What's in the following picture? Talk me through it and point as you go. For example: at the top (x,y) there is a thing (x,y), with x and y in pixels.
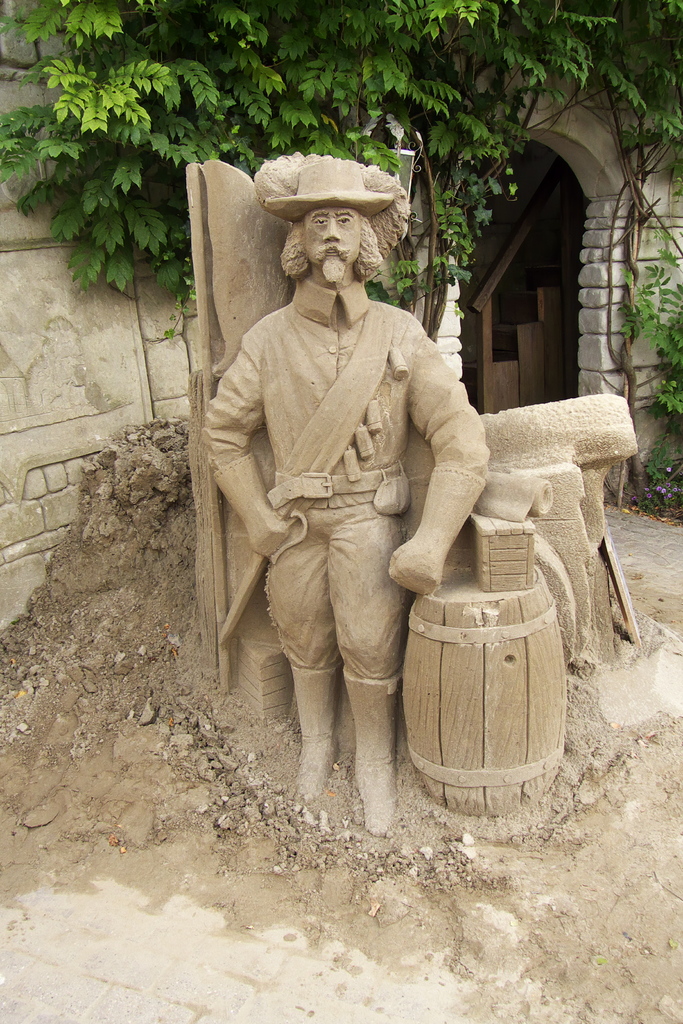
In this image we can see the statue of a person (333,260) and to the side we can see some objects (552,709) and in the background (665,455), we can see a building (655,399) and trees (170,121).
